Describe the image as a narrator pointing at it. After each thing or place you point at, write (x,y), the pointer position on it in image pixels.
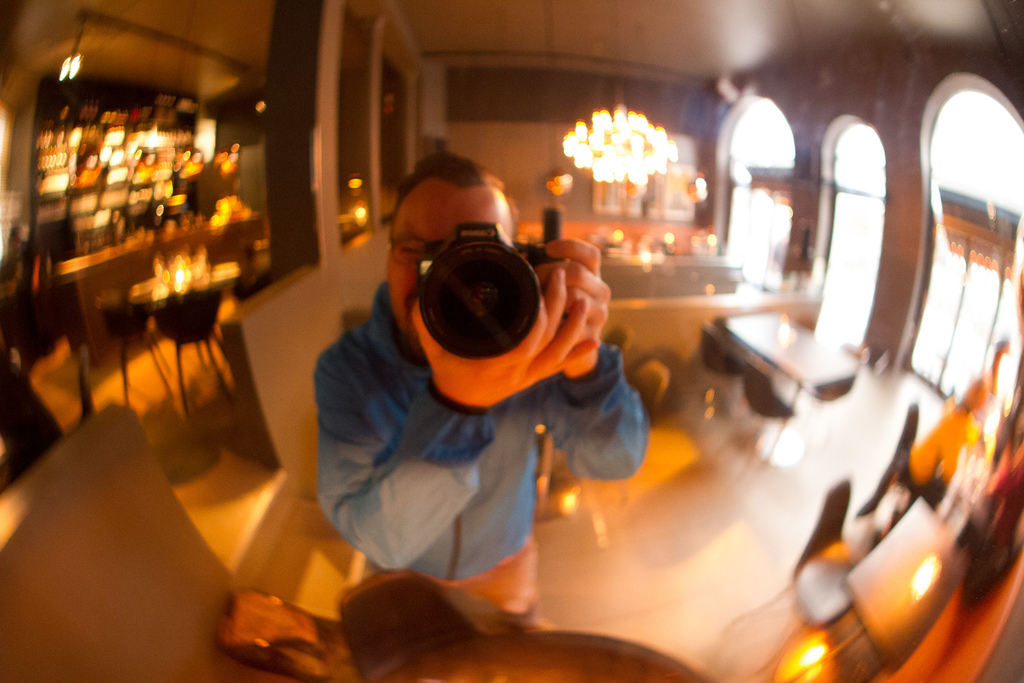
In this picture we can see a person (455,464) holding a camera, here we can see a table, chairs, lights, pillars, wall (699,117) and some objects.
